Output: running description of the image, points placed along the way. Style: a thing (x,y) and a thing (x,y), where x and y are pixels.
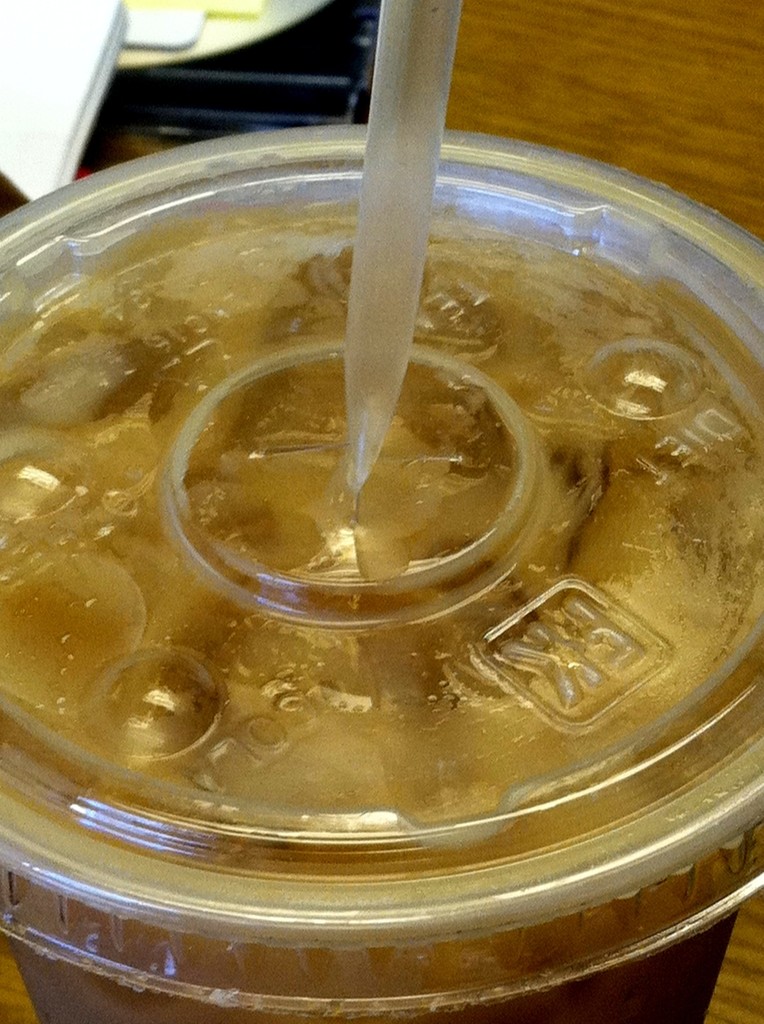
In this image I can see the glass (590,718). In the glass (413,869) I can see some liquid (447,867) in brown color and the glass (452,812) is on the brown color surface (604,80) and I can also see the straw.
